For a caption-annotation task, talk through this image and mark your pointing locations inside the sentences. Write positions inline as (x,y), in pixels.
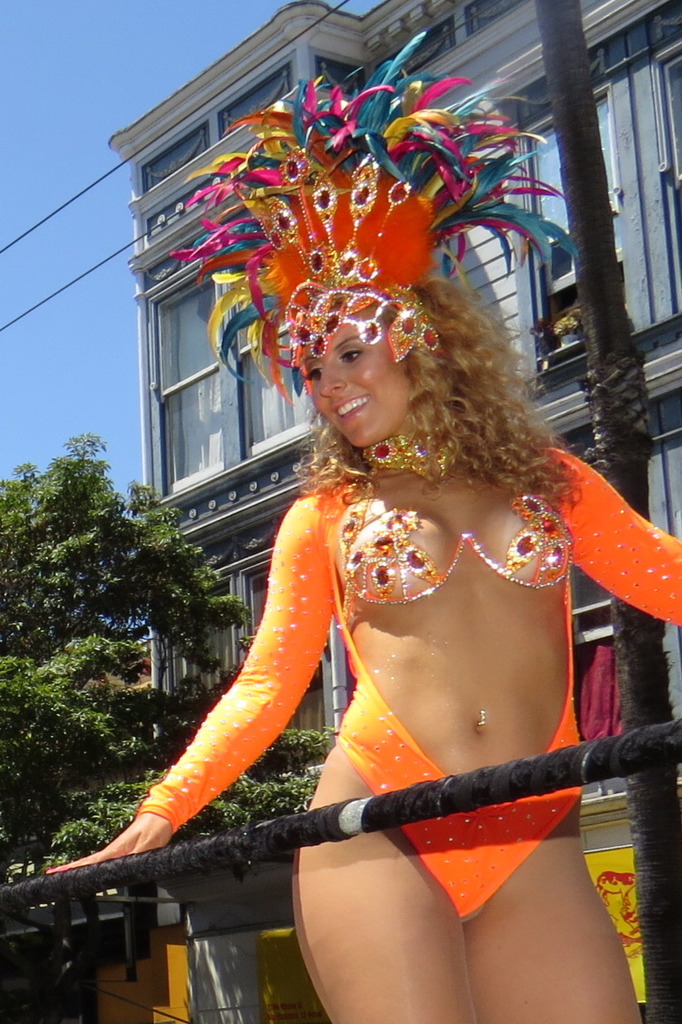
In this image we can see a lady (442,919) with a costume (428,841). Near to her there is a pole (395,812). In the back (138,636) there is a building (260,413) and tree (73,501). In the background (60,123) there is sky (40,92).
